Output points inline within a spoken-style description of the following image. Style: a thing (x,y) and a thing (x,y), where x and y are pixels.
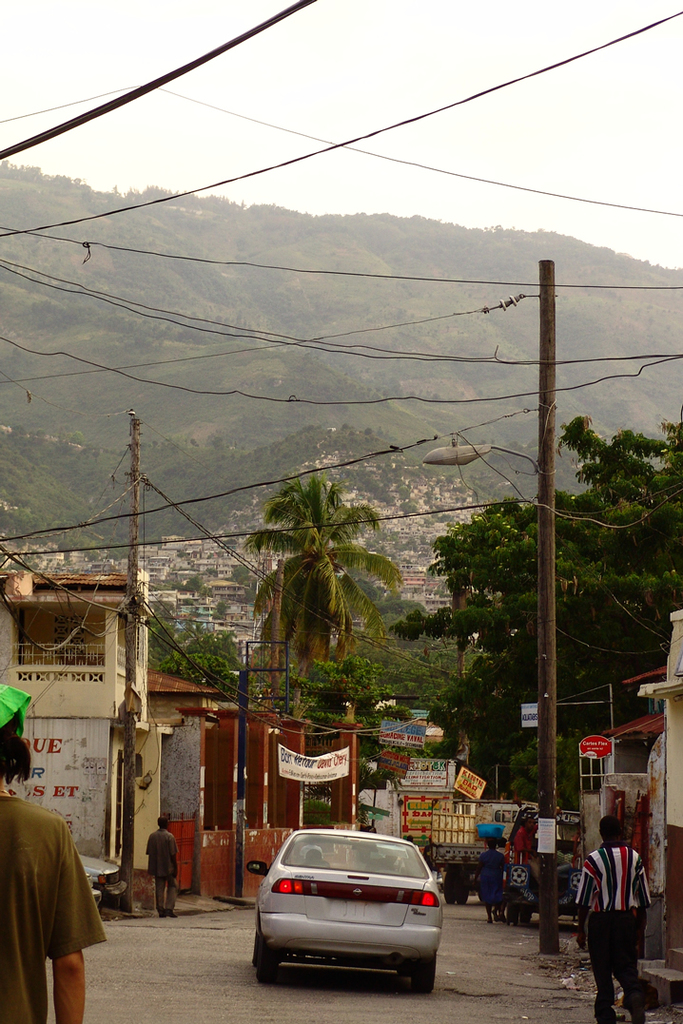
In this picture there is a car (396,851) on the road (444,941). On the right (611,958) there is a man (613,860) who is walking on the street (309,1014). Beside the road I can see the electric poles (540,816), banners (423,764), trees (578,787) and buildings (632,746). In the background (268,312) I can see trees (682,296) and buildings (392,478) on the mountain (408,296). At the top (440,65) I can see the electric wires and sky (437,84).
